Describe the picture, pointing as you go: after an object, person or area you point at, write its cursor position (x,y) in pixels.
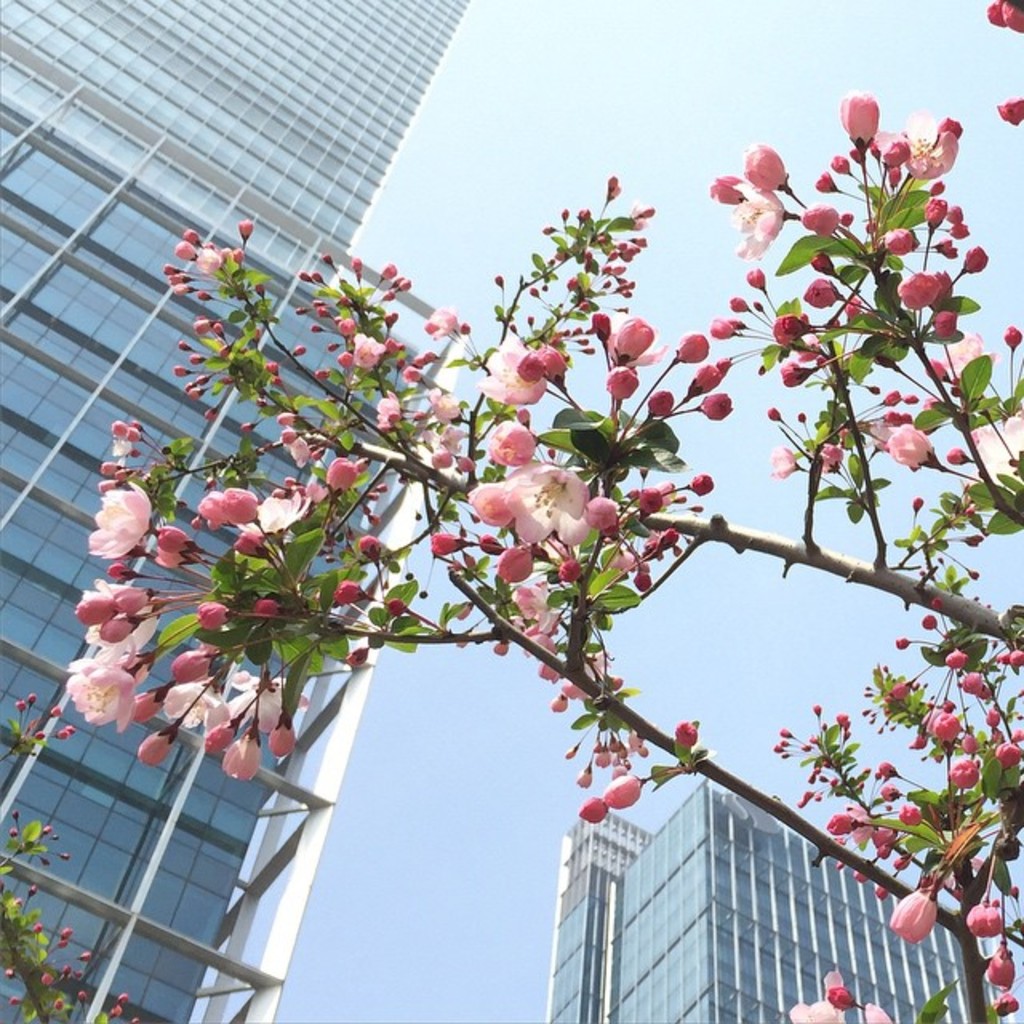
In this picture we can see branches (529,652) with flowers (537,497), leaves (783,267) and in the background (200,161) we can see buildings (244,125) and the sky (688,25).
